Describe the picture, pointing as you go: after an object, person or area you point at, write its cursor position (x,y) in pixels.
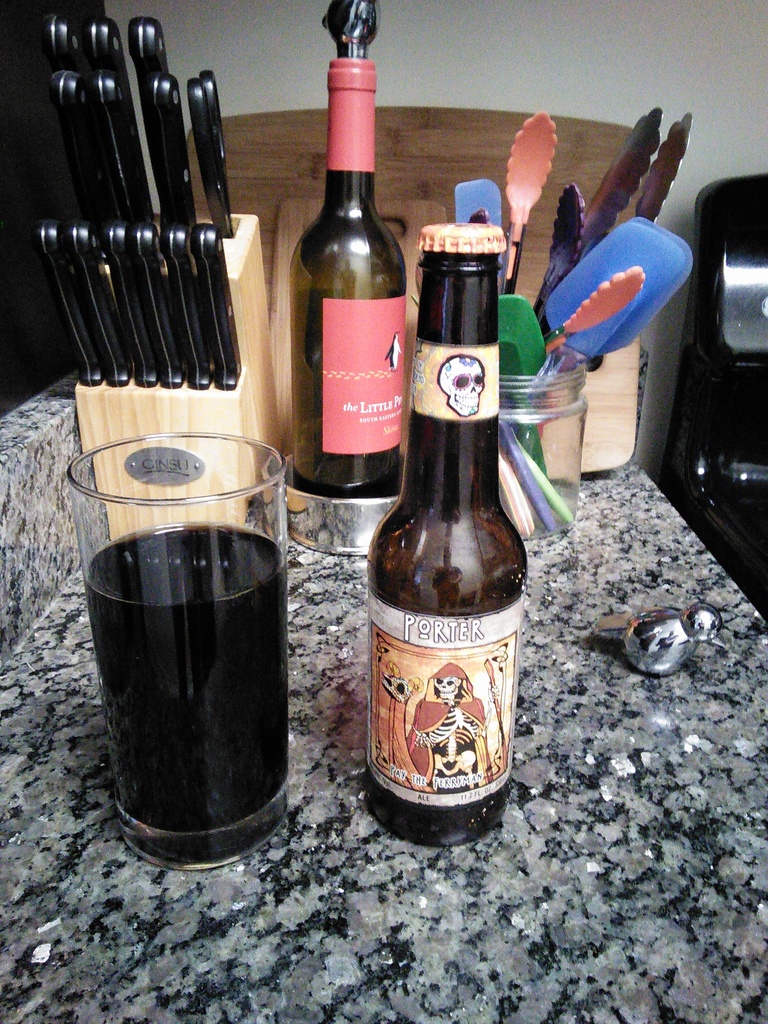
There is a table (623,827) which consists of bottles (449,492), a group of knives (173,197), spoons (569,232) and a glass of drink (179,659) on it.
